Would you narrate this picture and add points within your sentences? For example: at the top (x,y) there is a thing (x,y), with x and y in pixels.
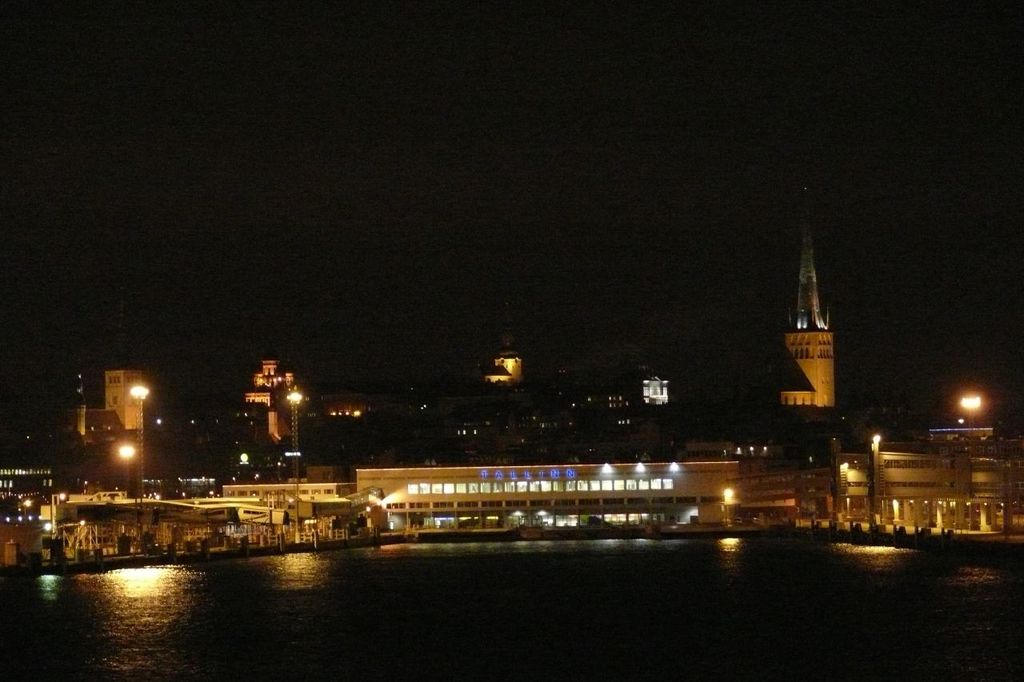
In this image we can see the building (552,470) with lights (571,470) and in front of the building (648,520) we can see the water (493,610) and dark background (580,441).
